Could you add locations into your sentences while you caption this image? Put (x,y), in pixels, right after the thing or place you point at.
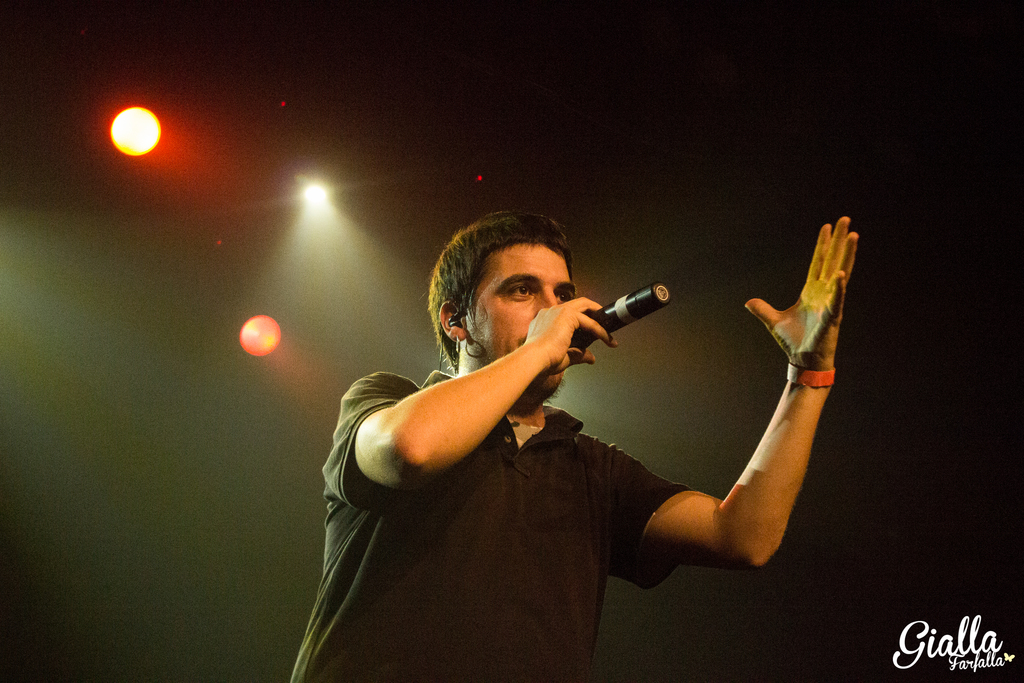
In this picture we see a man (305,637) holding a mike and singing for someone.
